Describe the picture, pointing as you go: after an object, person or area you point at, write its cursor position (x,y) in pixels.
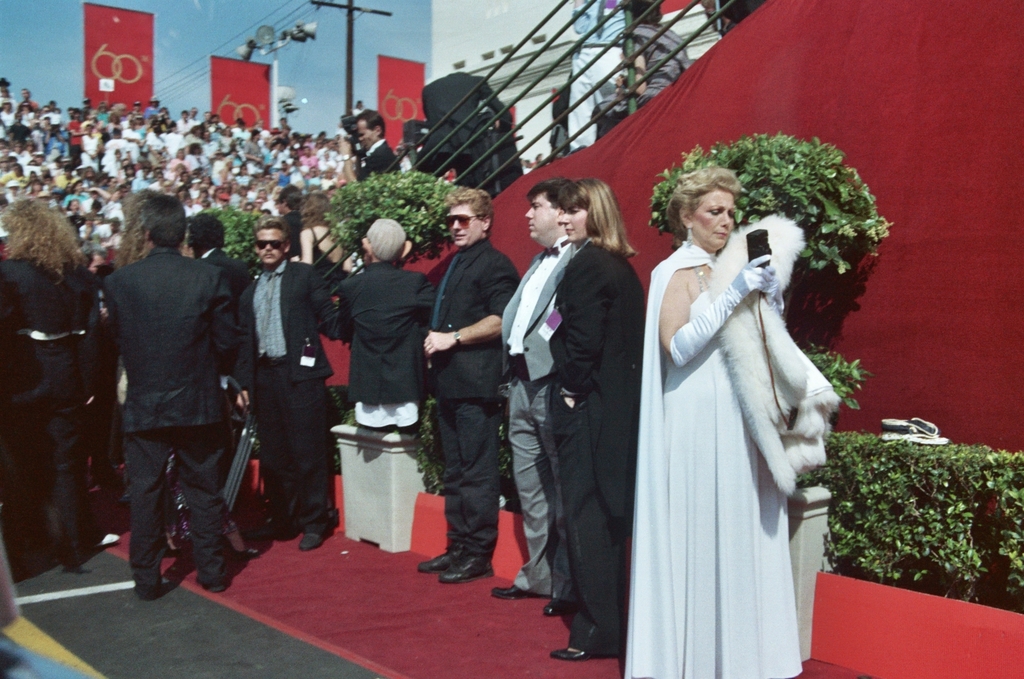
Here people (284,365) are standing, there is pole (348,77) with the cables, this is sky (65,79), these are plants (890,472).
